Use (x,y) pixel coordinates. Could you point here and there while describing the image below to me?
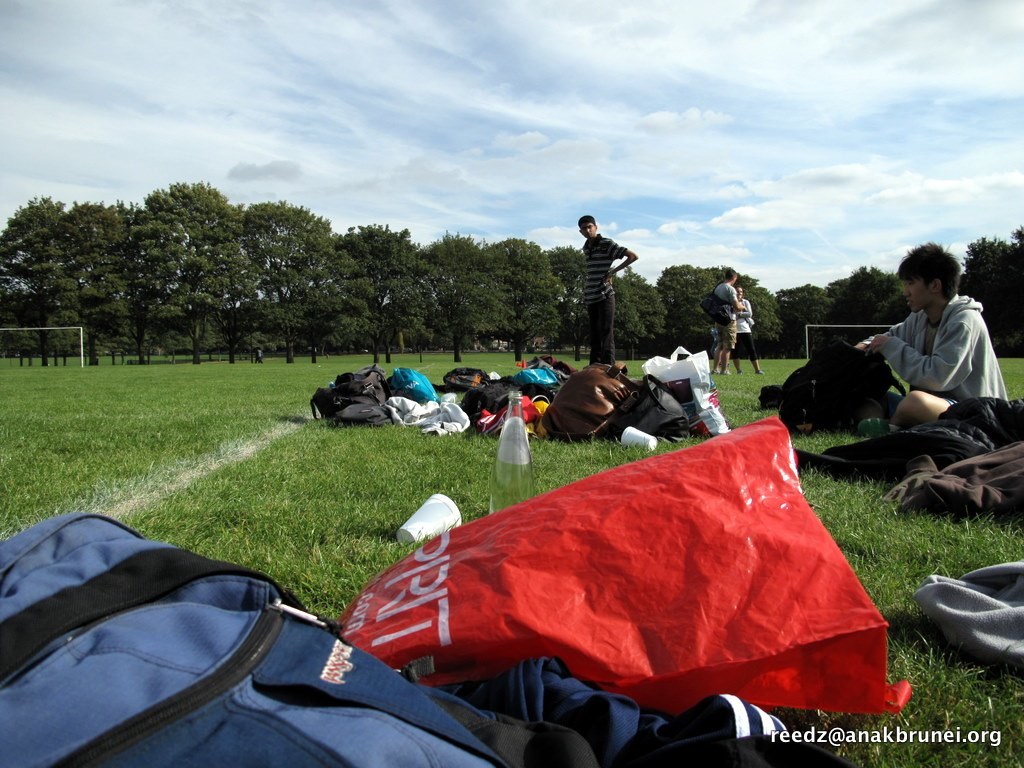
In the image we can see there are people (598,322) around, wearing clothes (917,345), they are standing and one is sitting. Here we can see there are many bags (658,401) and clothes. Here we can see a plastic cover (610,578), glass (412,523) and a bottle (519,461). We can even see, everywhere there is a grass (165,450), many trees (279,306), cloudy pale blue sky (489,179) and this is a watermark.
